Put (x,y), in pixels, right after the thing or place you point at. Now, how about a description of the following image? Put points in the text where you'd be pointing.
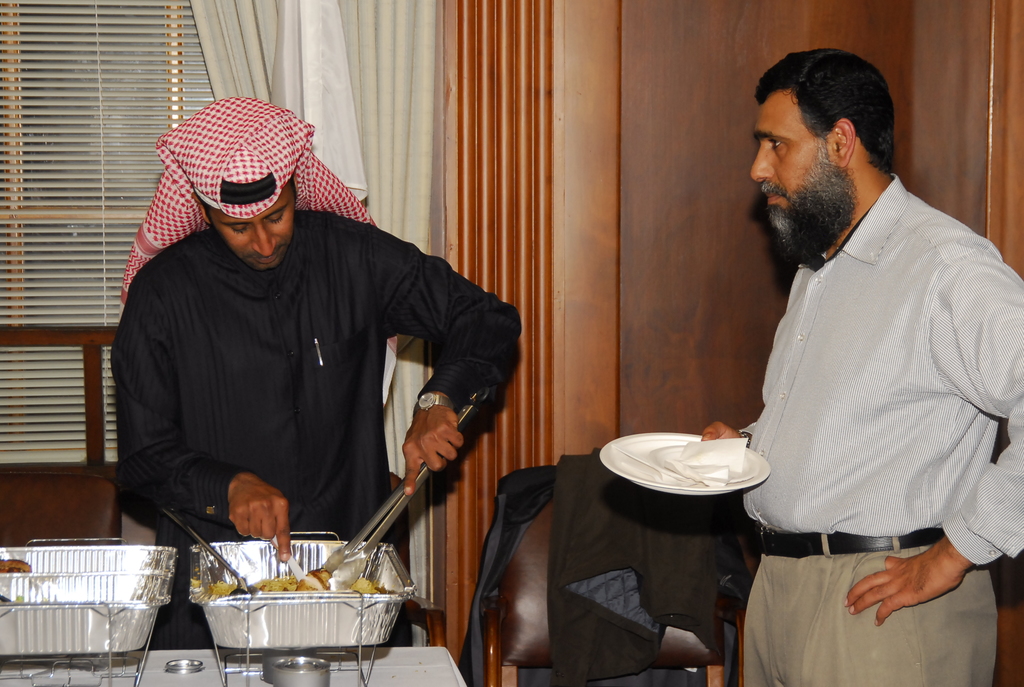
On the right (849,468) there is a person (855,329) standing, holding a plate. In the center of the picture (342,393) there are chair (539,610), jacket (579,541), person (333,439), trays (90,589), food items (322,578), spatulas (239,592), knife (296,577) and other objects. In the background (304,40) there are window blind (91,83), curtains (322,51) and wall (529,175).
